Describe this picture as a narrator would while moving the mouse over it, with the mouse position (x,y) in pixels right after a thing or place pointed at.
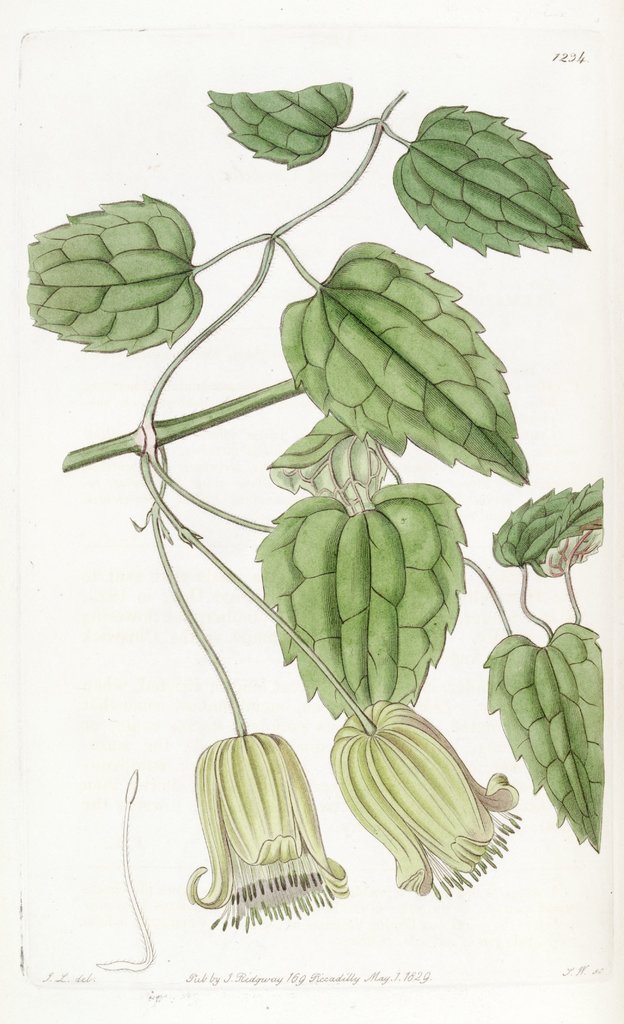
In this image there is a painting (298,448) of green leaves (364,536) and flowers (209,772) to the stem (160,445).
